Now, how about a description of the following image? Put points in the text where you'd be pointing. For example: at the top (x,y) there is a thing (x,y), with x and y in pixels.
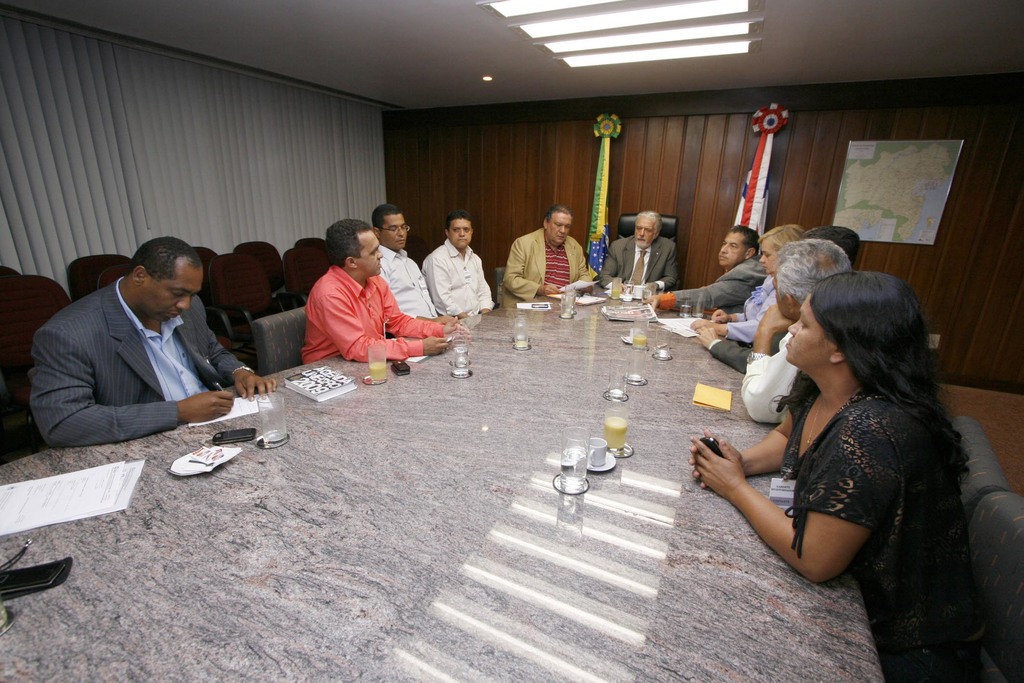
This picture is clicked inside the room (508,111) which may be a Conference room (640,111) which includes group of people (893,291), many number of chairs (302,272) and a table (375,474). There are some papers (124,489), some books (329,387), a glass of water (569,466), a glass of juice (621,434), cup (601,448) with a saucer (600,467), and a mobile phone (233,442) placed on the top of the table (495,538). On the right (897,573) there is a group of five persons (781,281) sitting on the chairs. In the center (639,253) there is a group of five men (518,253) sitting on the chairs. On the left (144,300) there is a Man (125,342) wearing suit (119,349) and sitting on the chair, writing with a pen (217,384) on a paper (240,406). In the background (669,117) there is a wooden wall (673,141) on which we can see two decorated ribbons (757,156) and one map (946,168) mounted on the wall (921,130).
